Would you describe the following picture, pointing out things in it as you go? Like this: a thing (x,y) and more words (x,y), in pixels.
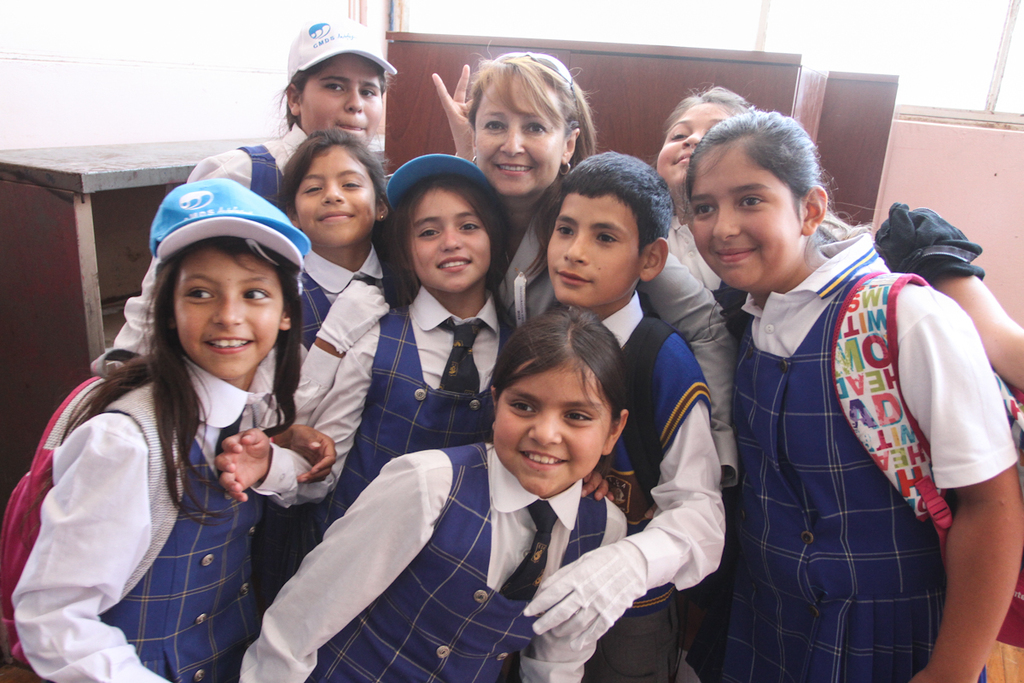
In this picture, we see the girls (420,403) and a boy (588,267) in the uniform (704,498) are standing. Behind them, we see a woman (548,115) in the grey blazer (516,272) is standing. All of them are smiling and they are posing for the photo. Behind them, we see a table (185,149) and a cupboard (567,42). In the background (994,40), we see a white wall (976,174) and the windows (936,98).
